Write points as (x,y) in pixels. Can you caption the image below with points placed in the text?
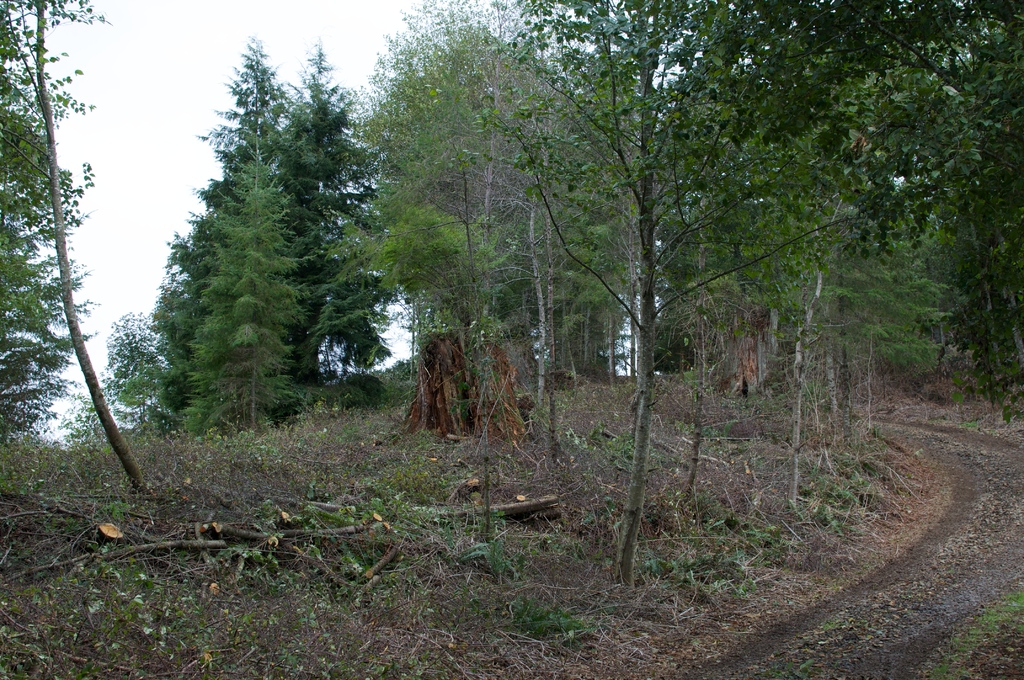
In this image there are plants (408,389), trees (224,279), and in the background (134,81) there is sky (119,60).
